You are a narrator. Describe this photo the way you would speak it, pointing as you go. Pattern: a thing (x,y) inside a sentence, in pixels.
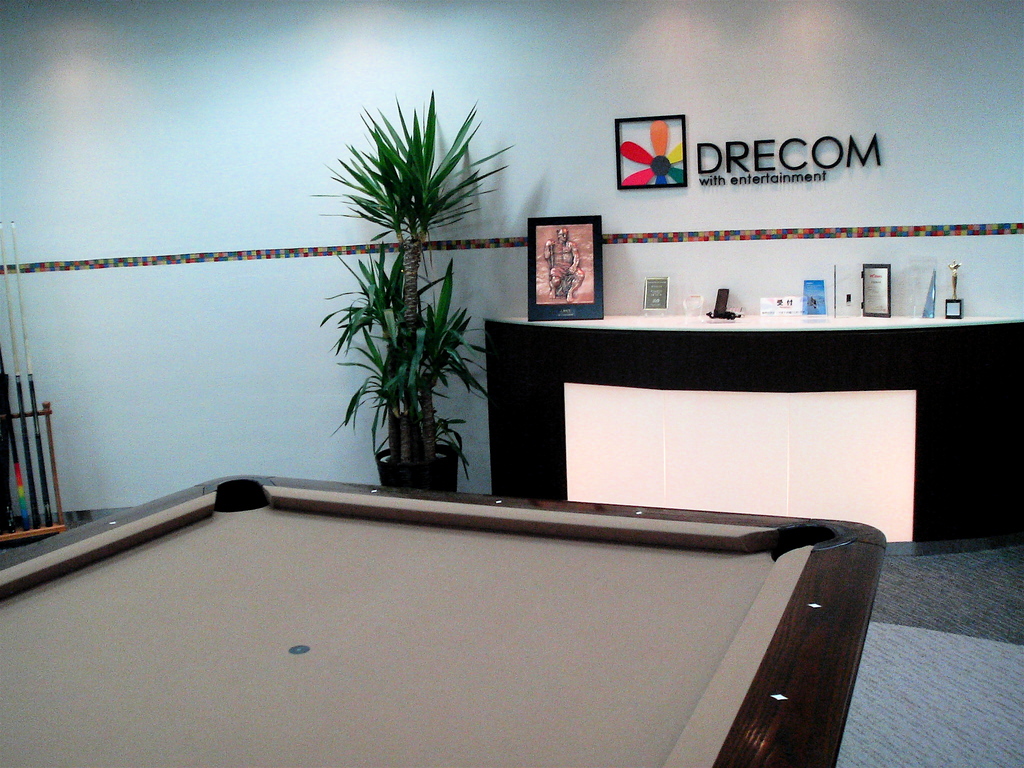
This is a billiard table (365,607). On the background (404,451) there is a pot (417,470) with plant (454,350), table (694,351). On the table (753,371) there is a photo frame (578,263), trophy (956,307), memento (927,289). Also there is a name (738,163) on the wall (687,166). On the left side (40,445) there are billiard sticks (7,459).
